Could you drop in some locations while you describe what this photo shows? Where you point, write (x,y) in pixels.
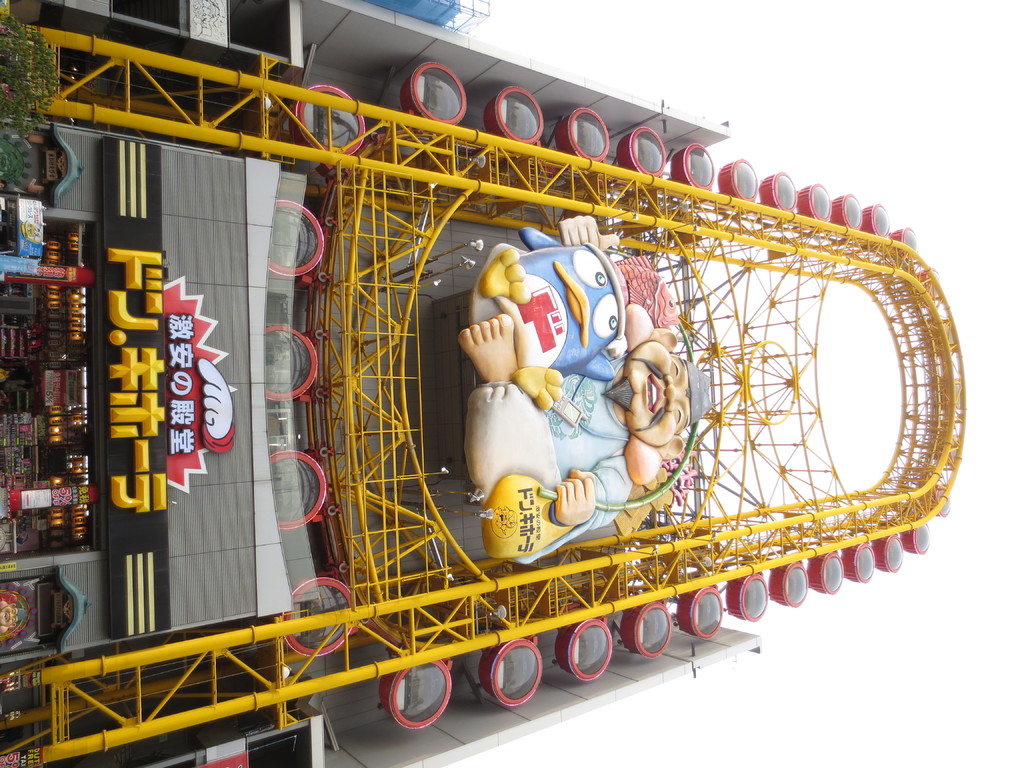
In this image we can see one building (256,181) and it is decorated with one big doll (492,296) and poles (84,104). There are two trees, one shop (18,470) in the building (66,230), some name boards (26,254) attached to the walls (45,216), one board (26,210) in front of the building (27,700) and so many different objects (5,206) are in the shop (43,230).
